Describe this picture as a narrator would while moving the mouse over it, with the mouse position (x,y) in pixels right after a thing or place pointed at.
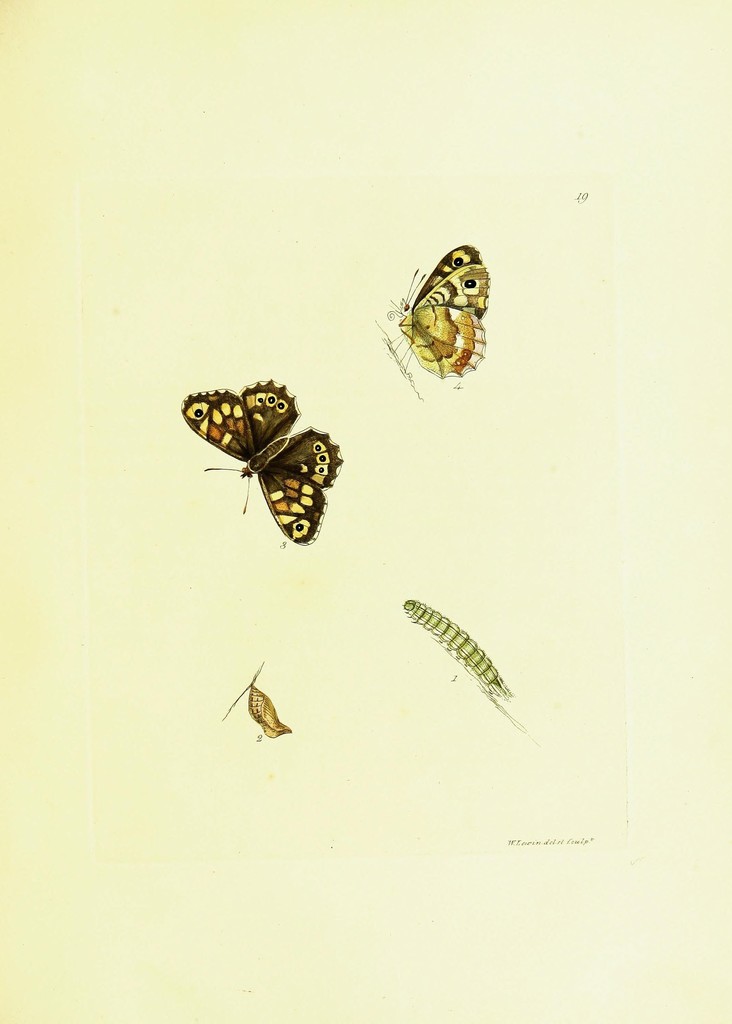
In this image we can see the pictures (273,462) of the stages of butterfly (301,503) on the paper (353,587).
